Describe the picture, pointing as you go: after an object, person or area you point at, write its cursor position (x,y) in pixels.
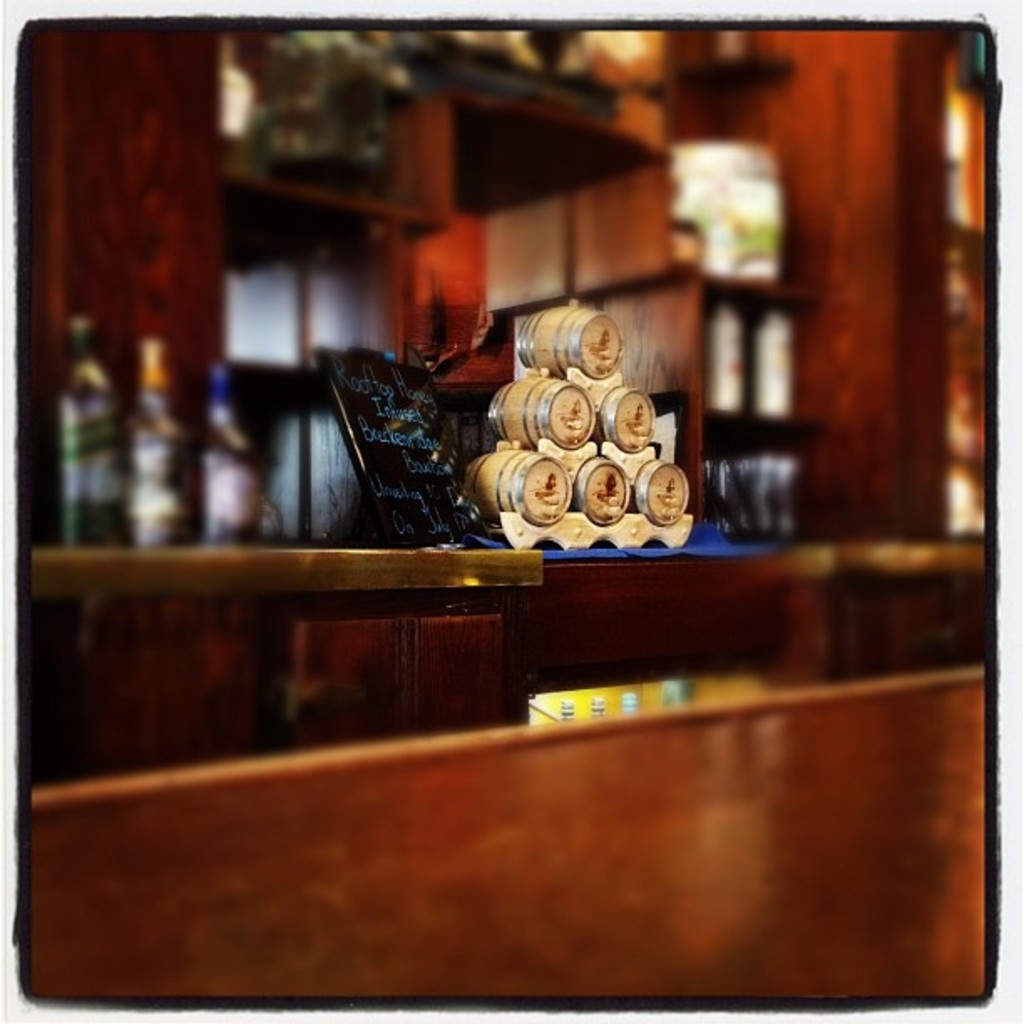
As we can see in the image there is a table (526,562). On table (387,597) there is sign (430,475) and bottles (259,493). In the background (240,188) there are cupboards (842,360).
